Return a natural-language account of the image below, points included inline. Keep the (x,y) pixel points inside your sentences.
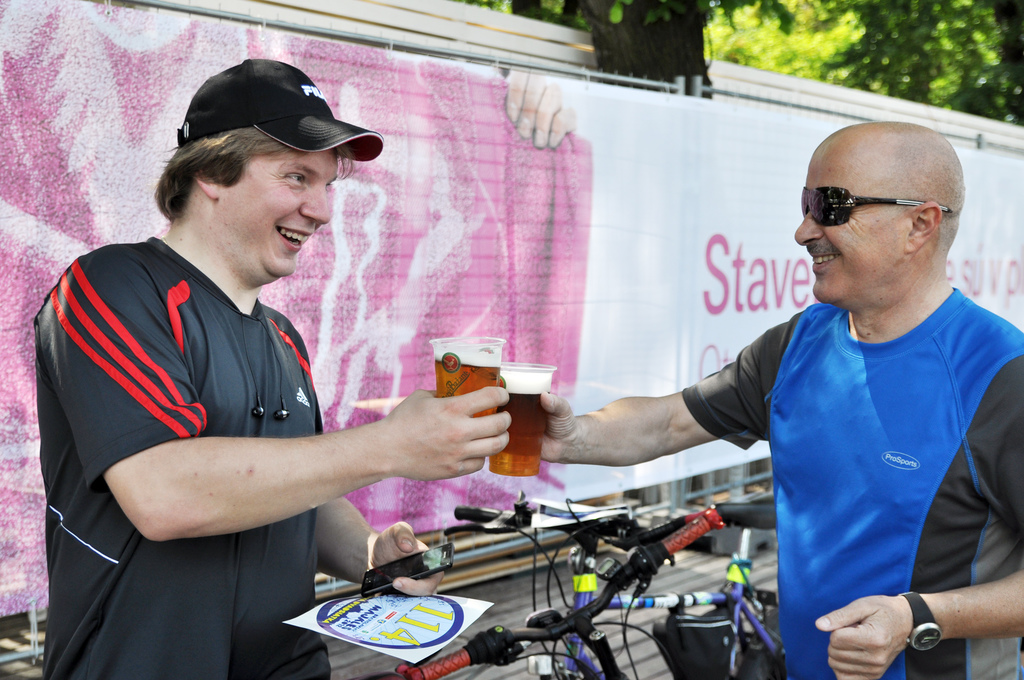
On the left side of the image (173,399) there is a man (133,318) with a cap (285,116) on his head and ear phones (249,371) is standing and holding a mobile (379,574) and a paper (352,626) in one hand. And on the other hand (452,437) there is a glass (441,374) with beer (462,380). On the right side of the image (984,476) there is a man (843,334) with goggles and watch (923,644) to his hand (889,649) is standing and holding a glass (536,428) with beer (529,428) in the hand (549,457). Behind them at the bottom (573,616) there are bicycles (649,549). And also there is a poster (473,191) with image (553,245) and something written on it. At the top of the image (781,65) there are trees (878,34).
